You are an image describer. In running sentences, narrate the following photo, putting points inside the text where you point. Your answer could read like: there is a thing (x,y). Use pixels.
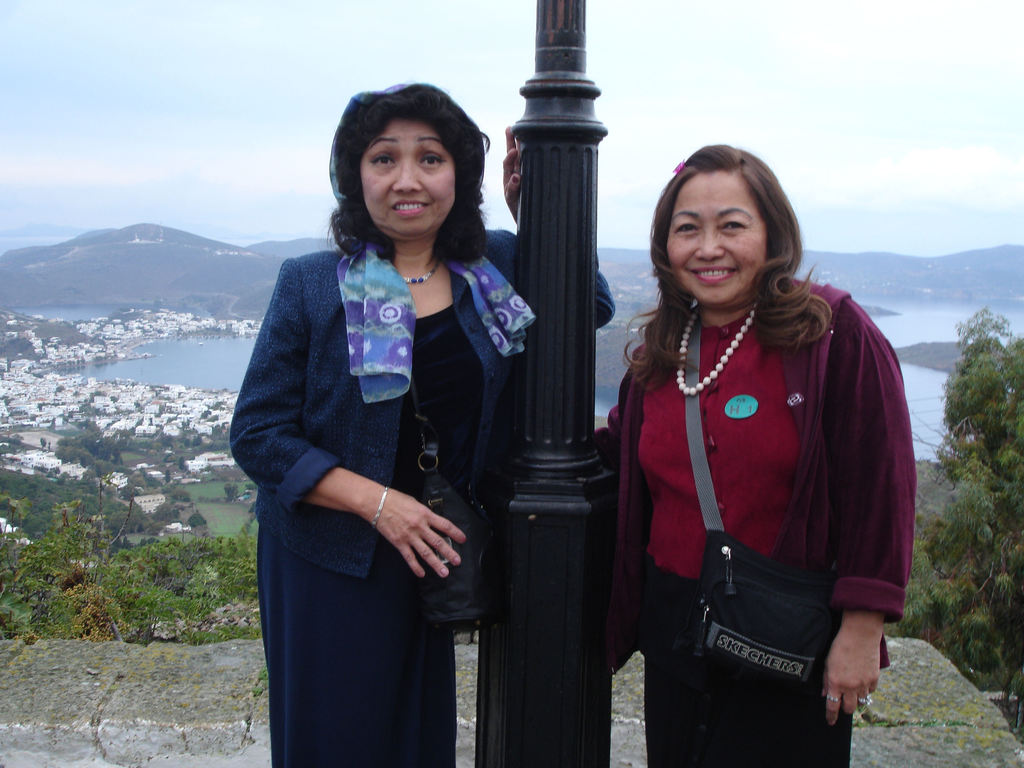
In this image we can see two women (331,229). Here we can see the pole (510,526). They are having a pretty smile on their faces (379,191). Here we can see the houses (3,380) and trees (80,515) on the left side (120,415). In the background (207,315), we can see the water (228,339) and mountains (280,249).
